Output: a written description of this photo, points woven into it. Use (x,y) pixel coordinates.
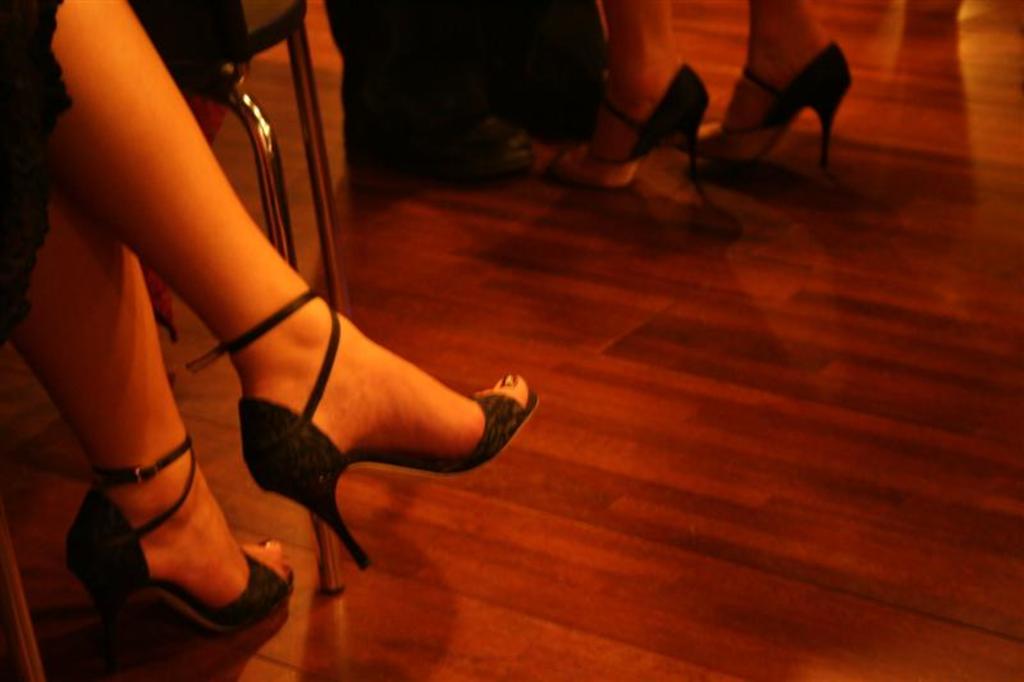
This image consists of few persons (558,128). In the front (64,421), it looks like woman legs (108,421). At the bottom (670,558), there is a floor (637,443). And we can see a chair (273,154).
